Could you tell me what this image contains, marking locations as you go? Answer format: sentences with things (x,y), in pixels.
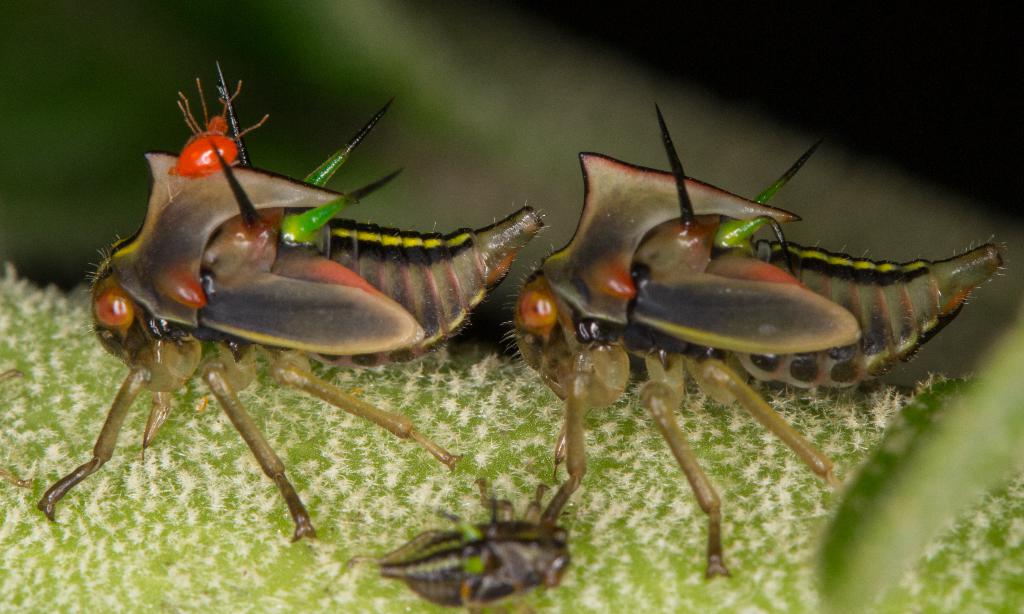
In this image we can see the insects (598,225) on some green color surface (444,485) and the background (91,188) is blurred.
